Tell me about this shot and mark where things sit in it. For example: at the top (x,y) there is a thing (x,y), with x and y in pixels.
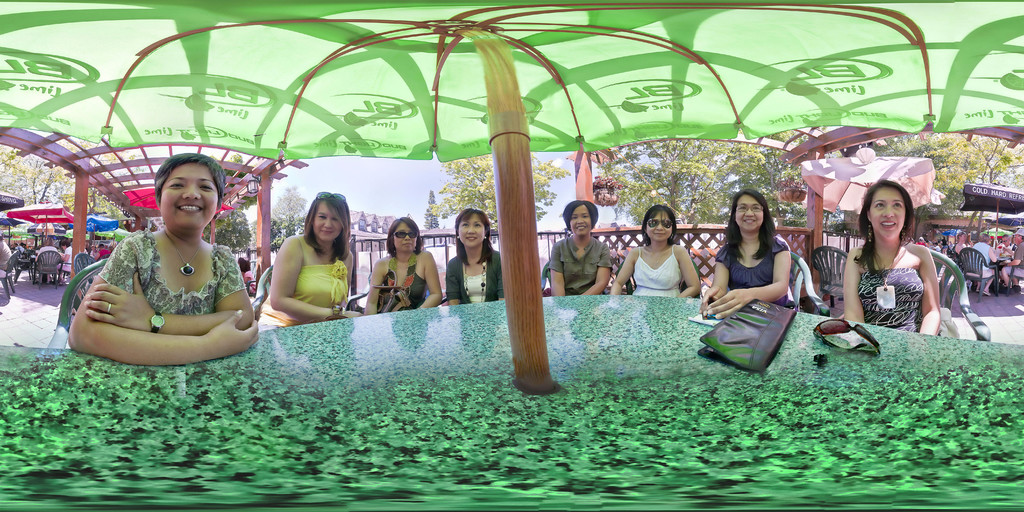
In the picture I can see some people (209,333) are sitting on the chairs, in front (327,401) there is a table (313,388) on which some objects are placed, behind we can see some people (2,249), chairs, tables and trees (654,178).
